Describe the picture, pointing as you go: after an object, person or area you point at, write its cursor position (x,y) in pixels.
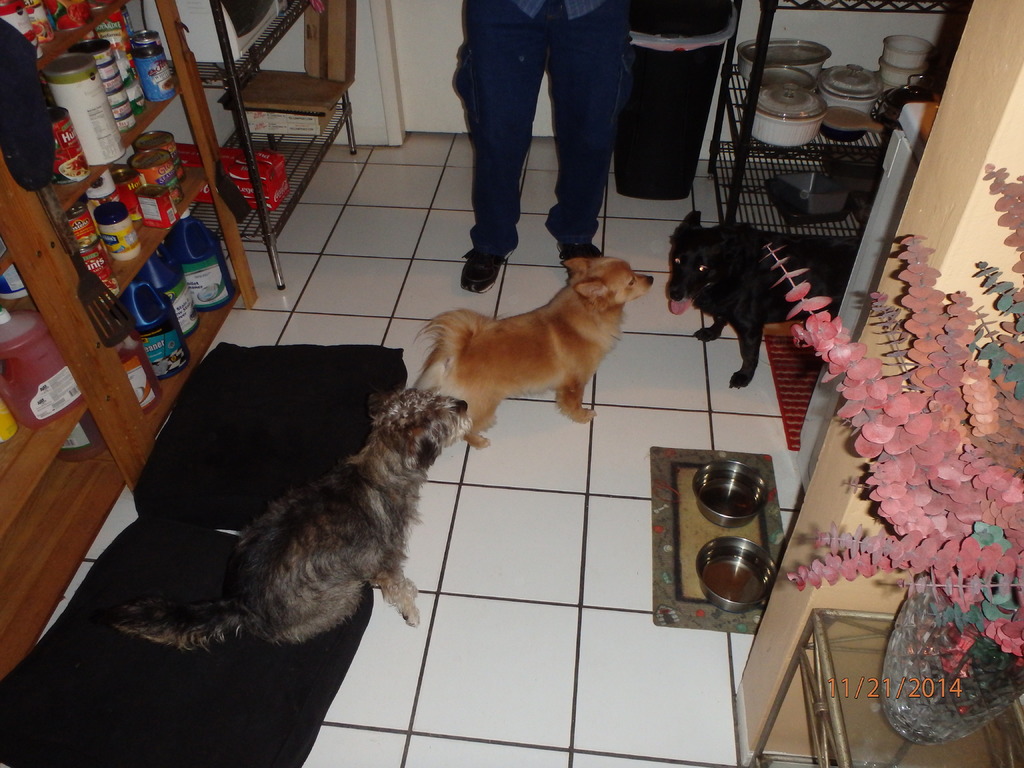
In this image we can see two dogs (478,354) are standing on the floor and an animal (315,543) is on an object (297,426). On the left side (61,88) we can see tins (60,108), cans (59,69), carton boxes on the racks (197,122). On the right side (791,213) we can see bowls (798,78) and objects (822,103) on the racks (753,72) and a platform (703,616). There is a flower vase (946,465) on a stand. In the middle (489,287) we can see person's legs (566,73), dustbin (635,147) and a door (432,104).
